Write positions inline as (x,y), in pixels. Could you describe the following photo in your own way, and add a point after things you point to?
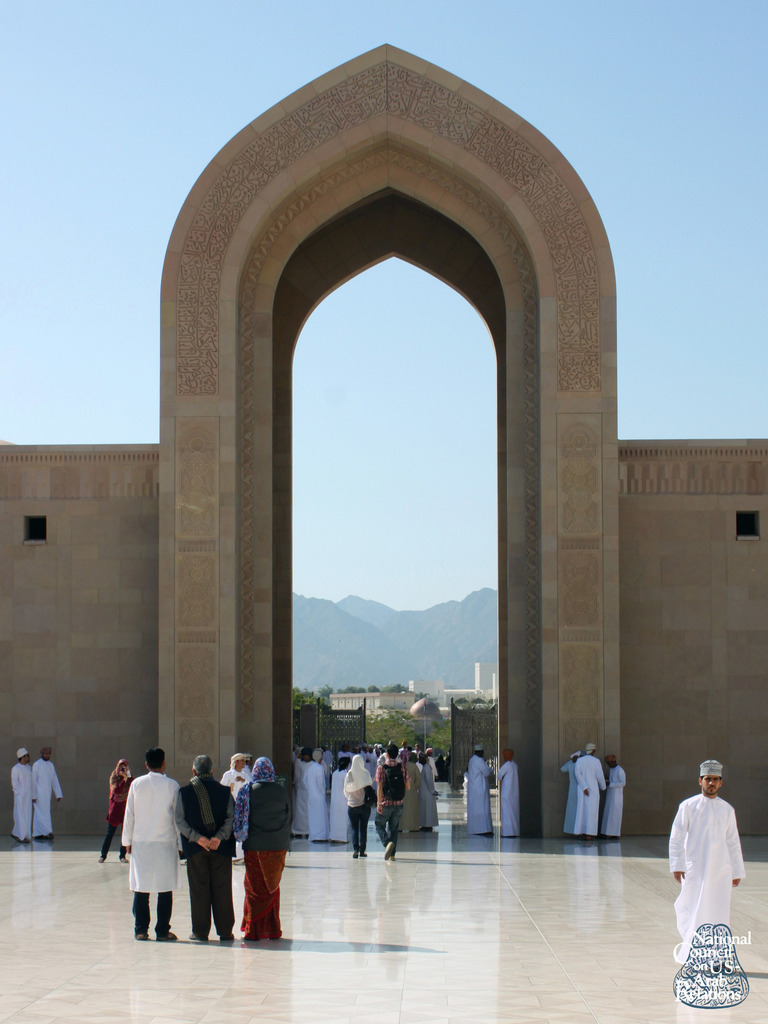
In this image in the center (262,347) there is a building (519,654), and at the bottom (713,859) there are a group of people (391,827) who are standing and in the background (409,671) there are some mountains (409,671), trees (378,689), gate (487,714) and house (387,701). At the top of the image (58,104) there is sky (399,44), and at the bottom (272,949) there is a floor (456,931).
